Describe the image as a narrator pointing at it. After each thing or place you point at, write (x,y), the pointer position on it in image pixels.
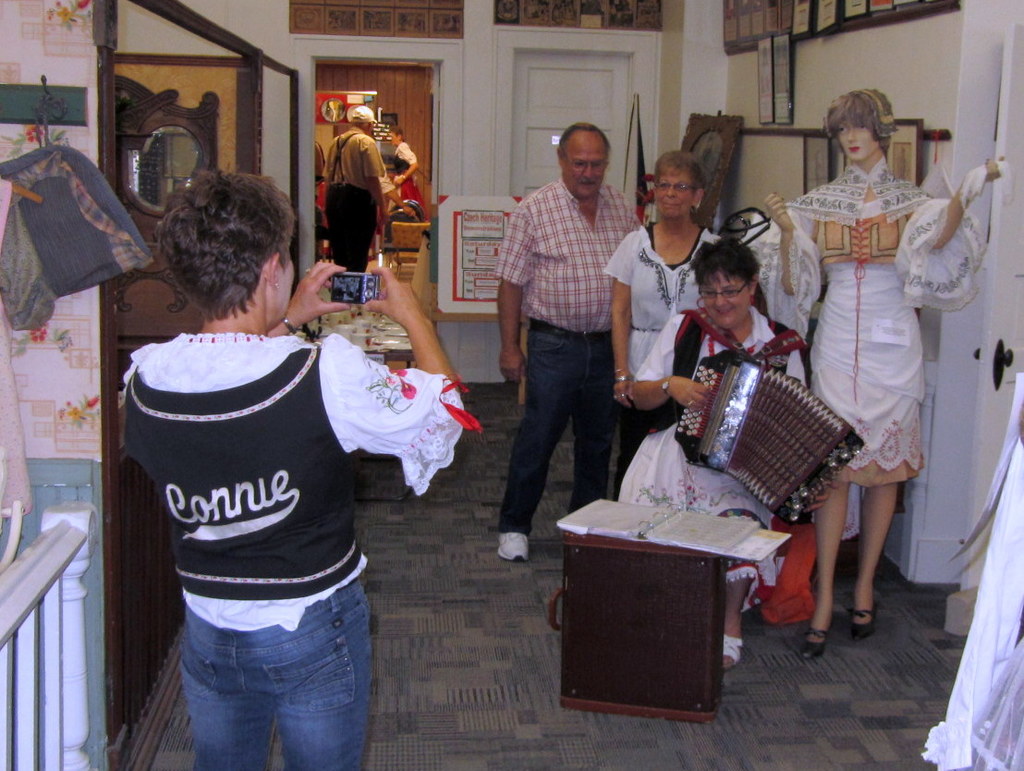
In this picture we can see some people (356,210) are standing, a person (311,493) in the front (343,376) is holding a camera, a woman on the right side (690,390) is playing a musical instrument (704,416), there is a mannequin (846,302) on the right side (863,291), we can see some photo frames (852,6) on the wall (856,55), on the left side (65,209) there is a cloth (88,213), in the background (458,203) we can see a board (465,230) and a door (600,68), it looks like a book (698,543) in the middle (645,513).
